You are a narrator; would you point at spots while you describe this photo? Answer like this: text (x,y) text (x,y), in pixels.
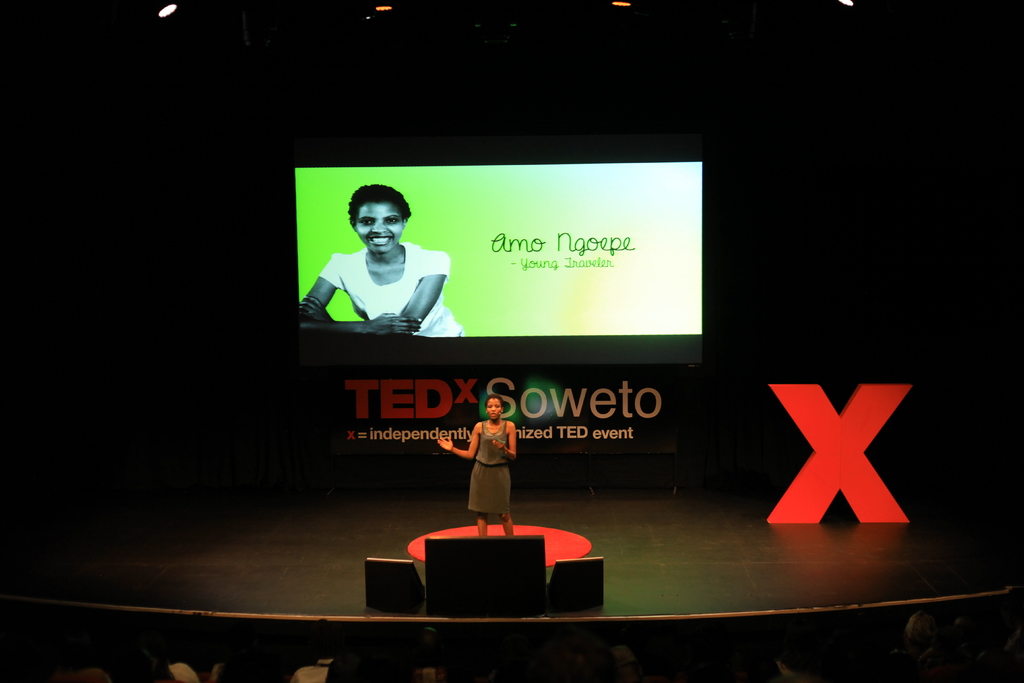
In this image we can see one person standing on the stage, beside that we can see a few objects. And in the background (668,256) we can see a screen (528,299) with some text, beside that we can see text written on the board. And at the top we can see the lights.
